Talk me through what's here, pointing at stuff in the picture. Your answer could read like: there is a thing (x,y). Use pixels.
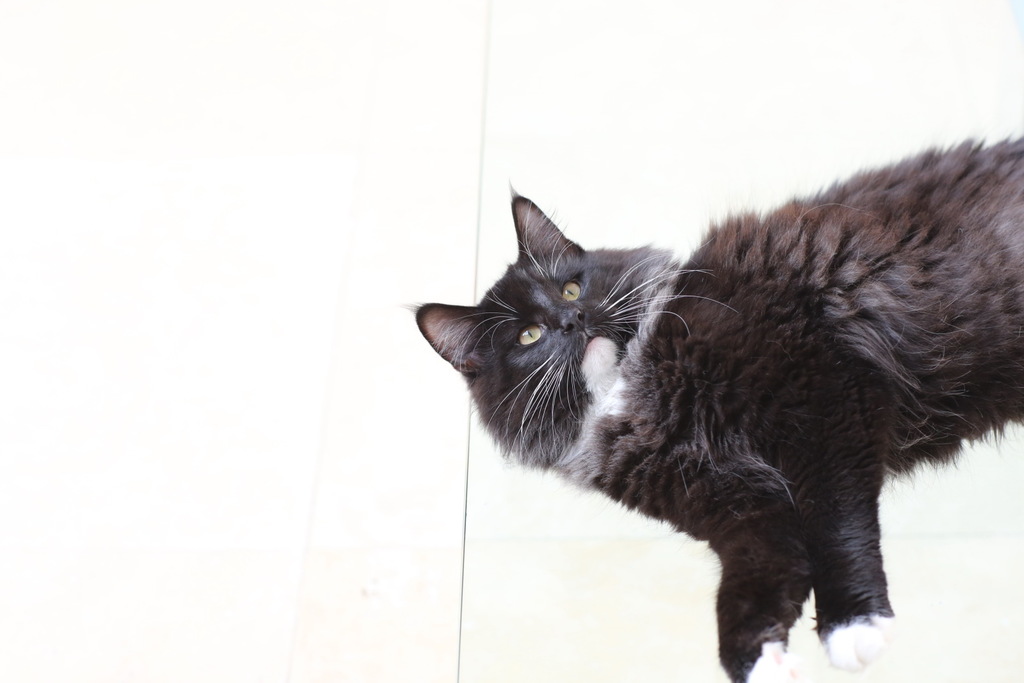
In the image there is a black cat (614,374) lying on the right side (764,449) and the background (296,109) is white in color.
